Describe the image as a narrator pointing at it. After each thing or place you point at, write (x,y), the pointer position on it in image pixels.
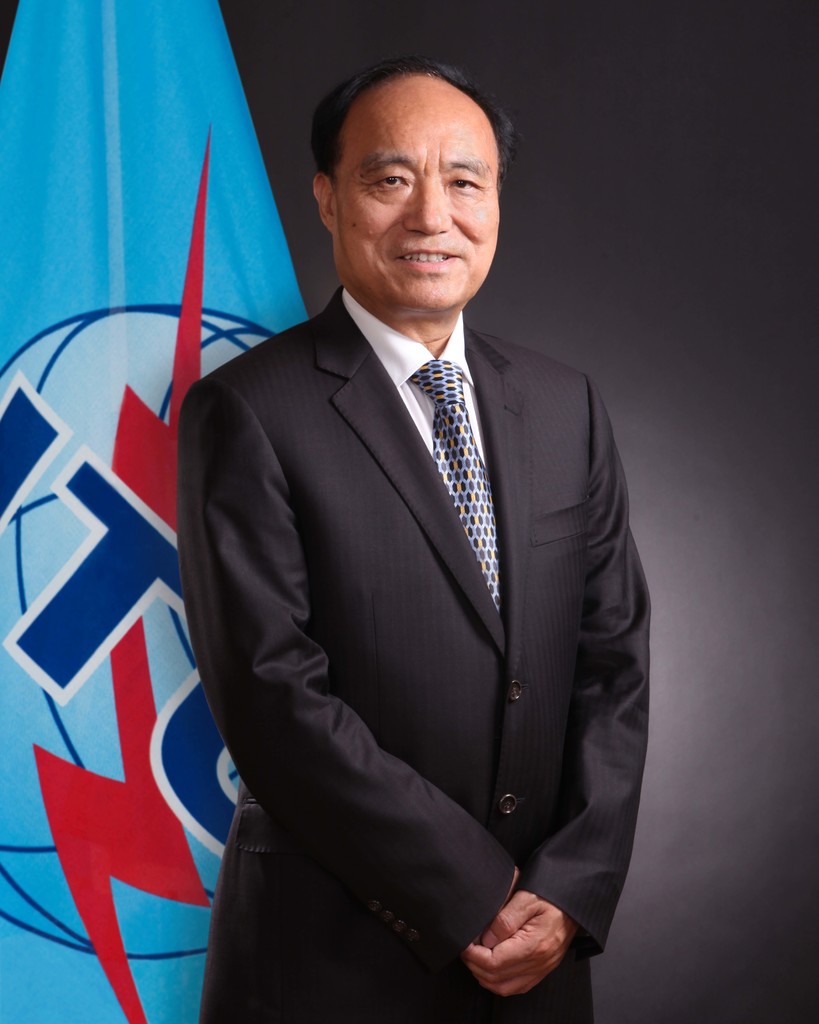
In this image there is a man (386,626) smiling and wearing a black suit (462,657). In the background (206,229) we can see a blue color flag (124,226).
